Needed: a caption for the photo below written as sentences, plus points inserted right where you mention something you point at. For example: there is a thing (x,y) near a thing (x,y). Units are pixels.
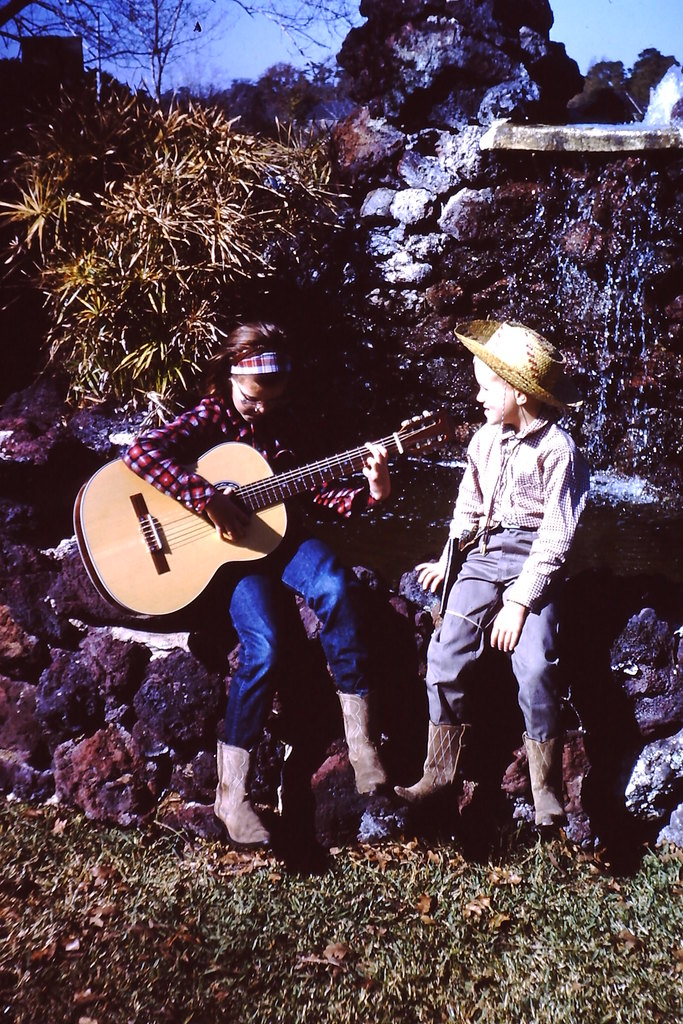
Here we can see that a girl (240,376) is sitting on the rock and playing guitar (358,455), and beside a child (557,472) is sitting, and at back (212,263) there are trees (221,260), and at above there is the sky (282,53), and here is the grass (135,846).
